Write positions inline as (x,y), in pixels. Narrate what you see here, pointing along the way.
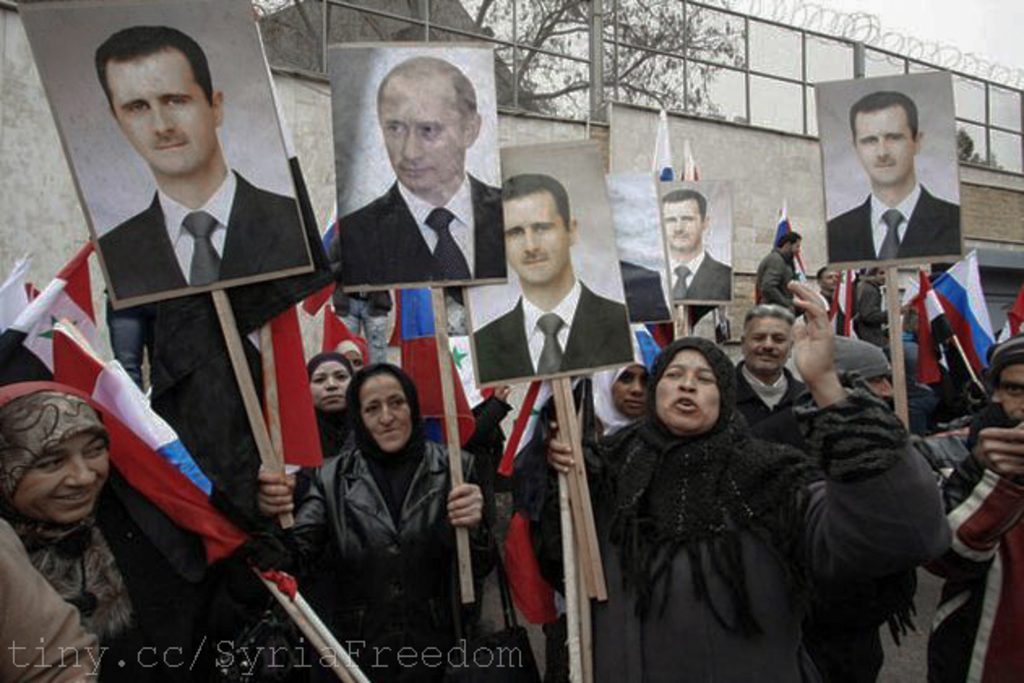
In the image we can see there are people (809,496) wearing clothes (827,496) and some of them are wearing a cap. They are holding a pole (576,545) with the poster (261,253) in their hands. In the poster (528,344) we can see there is a picture (263,236) of a person (357,235) wearing clothes (404,204). Here we can see the flags (138,393), wall (752,186), fence (728,61), trees (733,33) and the sky (905,34). On the bottom left (124,670) we can see watermark (23,651).
